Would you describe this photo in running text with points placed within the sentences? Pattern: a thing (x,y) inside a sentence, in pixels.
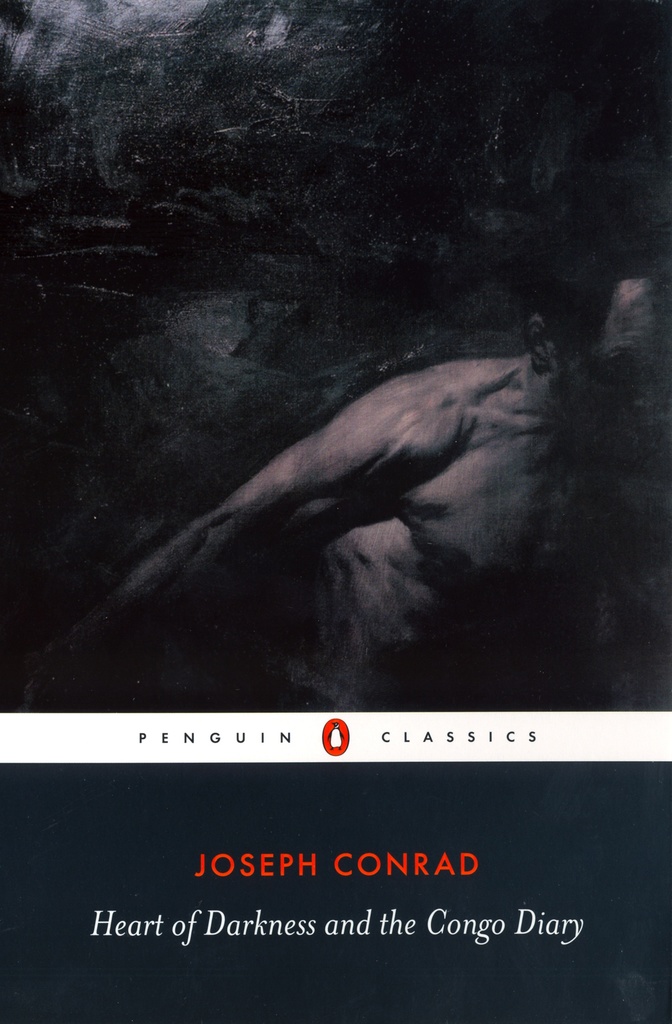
In this image we can see a poster (439,872) which looks like a book cover page (404,476) and we can see the picture (423,645) of a person (622,306) and some text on it.
